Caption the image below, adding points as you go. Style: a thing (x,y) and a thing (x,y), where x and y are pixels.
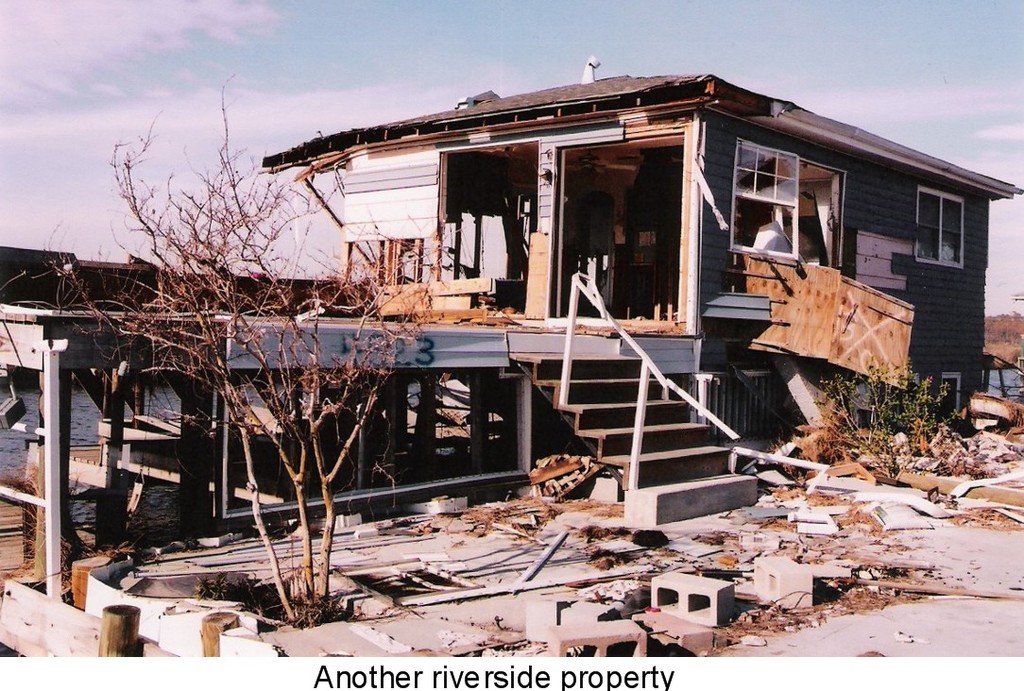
In the foreground (523,264) I can see a wooden house (513,326), plants (222,393) and water (147,409). On the top (290,106) I can see the sky (494,38). This image is taken during a day.
